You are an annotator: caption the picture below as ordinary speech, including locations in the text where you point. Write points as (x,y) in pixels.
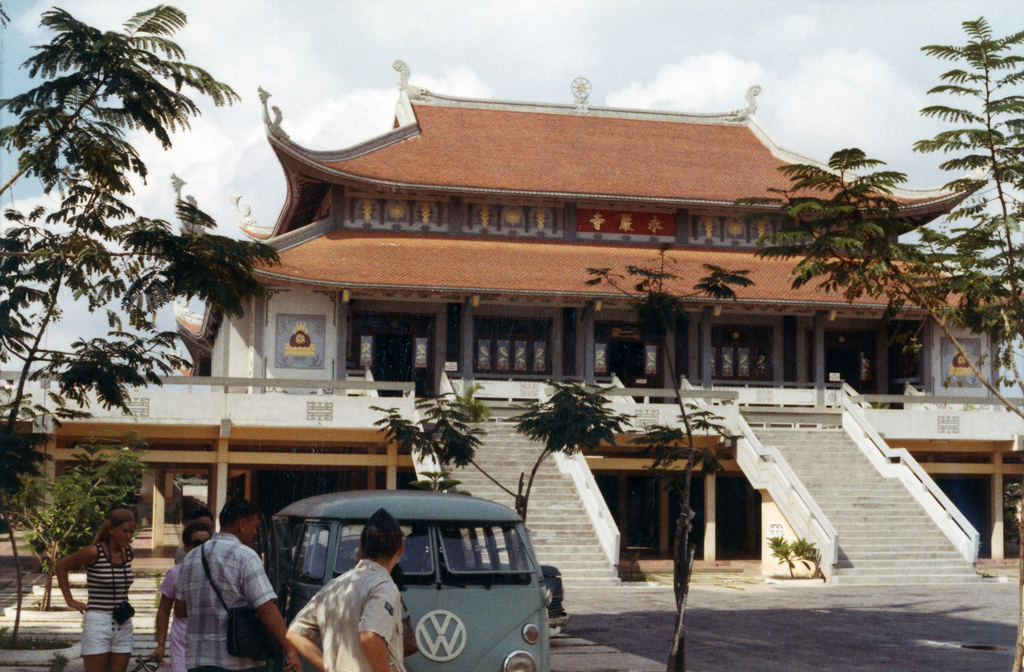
In the foreground of the picture (419,450) there are trees (459,431), people (228,554) and a van (341,512). In the center of the picture (401,291) there is a building (748,323) and a plant (799,550). Sky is cloudy.
